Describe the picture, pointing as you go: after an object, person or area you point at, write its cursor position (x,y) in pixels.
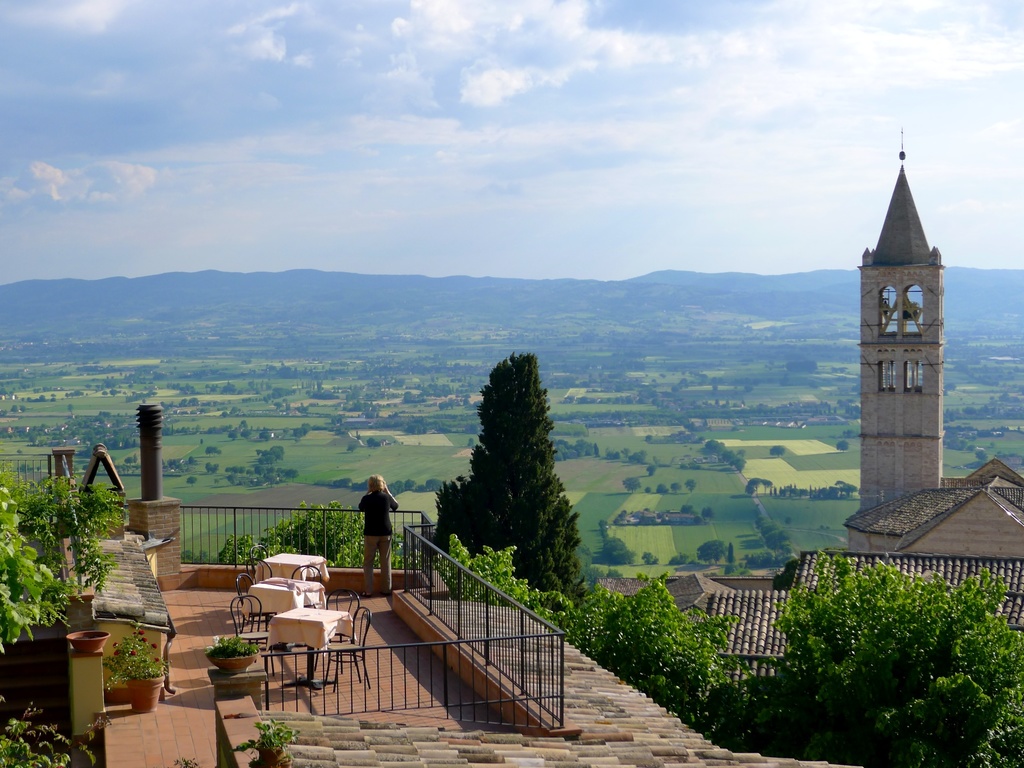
This is an aerial view where we can see buildings (965,499), trees (975,614), fields (221,400), mountains (857,282) and the sky (347,127) with some clouds (664,114). On the left side of the image (307,636), we can see tables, chairs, potted plants (227,654), railing (351,518) and a person (388,550).
